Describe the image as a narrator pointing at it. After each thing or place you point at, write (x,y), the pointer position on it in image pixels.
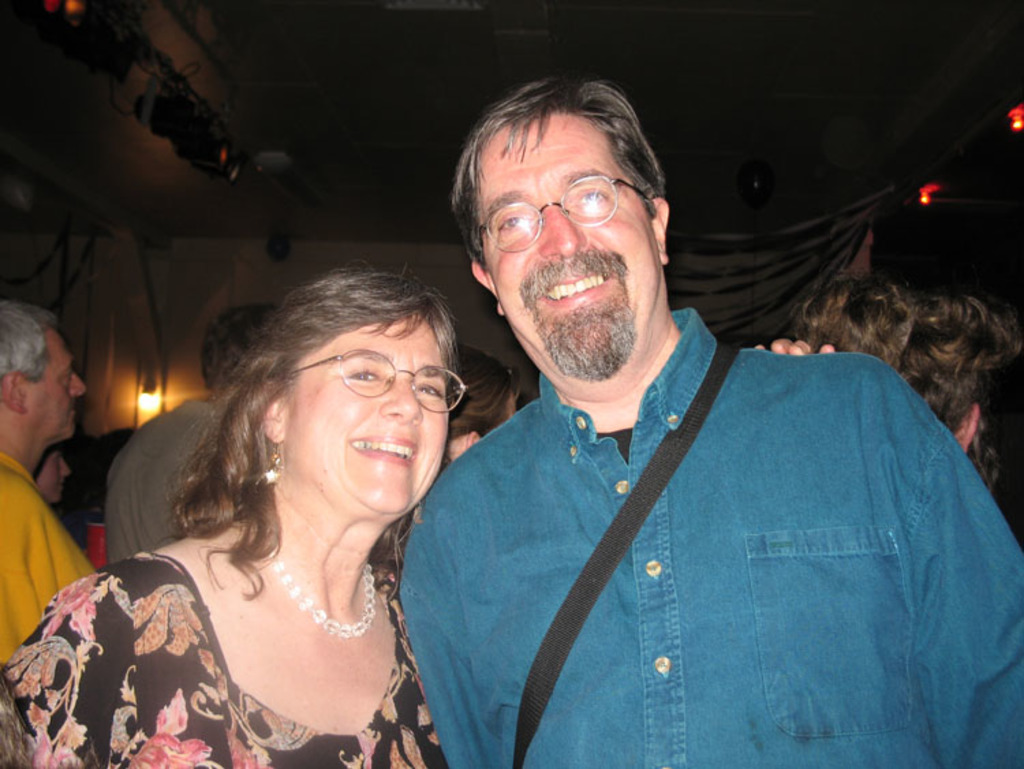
In this image we can see a man (563,281) wearing the glasses (602,201) and also the bag (707,383) and smiling. We can also see a woman (406,404) wearing the glasses (421,368) and smiling. In the background (80,561) we can see a few people (85,543). We can also see the lights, wall (145,289), black color curtain (796,243) and also the focus lights (193,132) attached to the ceiling (226,191).
